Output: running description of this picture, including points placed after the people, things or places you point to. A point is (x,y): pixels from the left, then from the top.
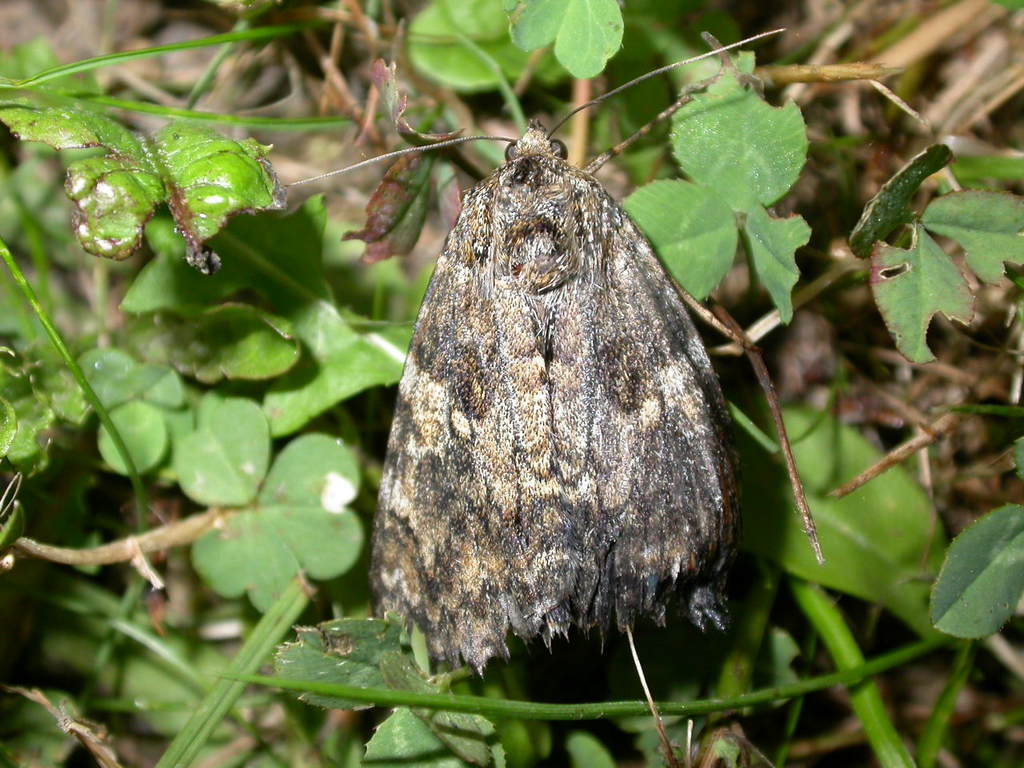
In the image there is a moth (591,382) standing on the land (150,477) with grass (629,711) on it.
